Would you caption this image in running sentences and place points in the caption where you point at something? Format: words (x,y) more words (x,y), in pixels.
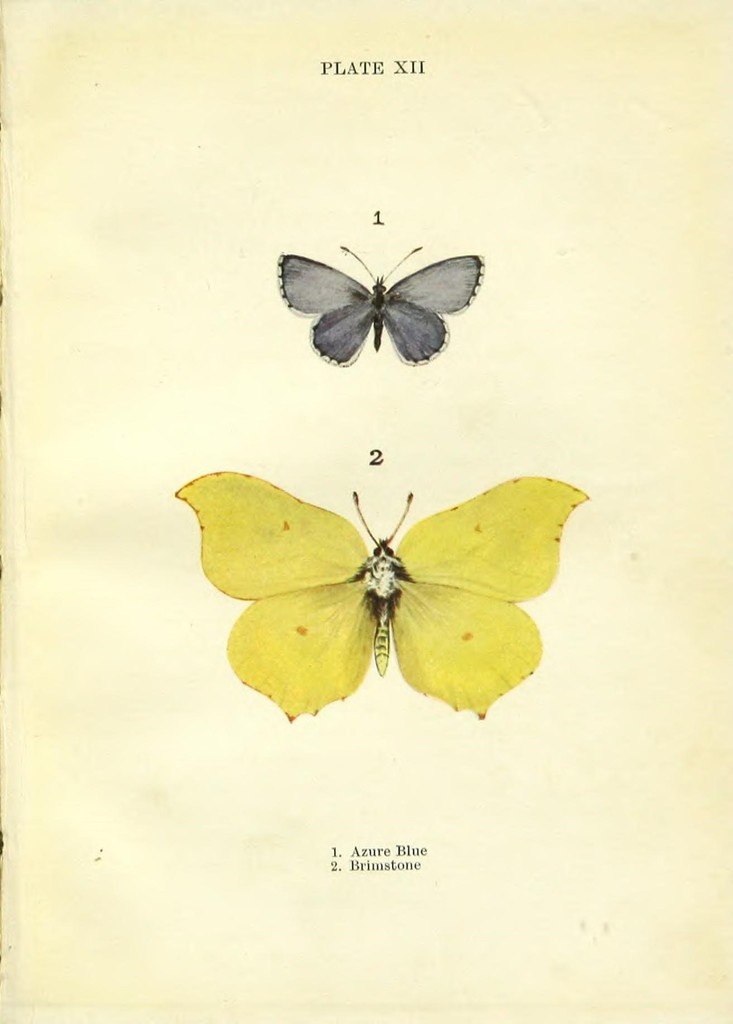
This picture might be a painting on the paper (659,916). In this picture in the middle (337,666), we can see two butterflies (462,289) one is in yellow color and other is in blue color.
